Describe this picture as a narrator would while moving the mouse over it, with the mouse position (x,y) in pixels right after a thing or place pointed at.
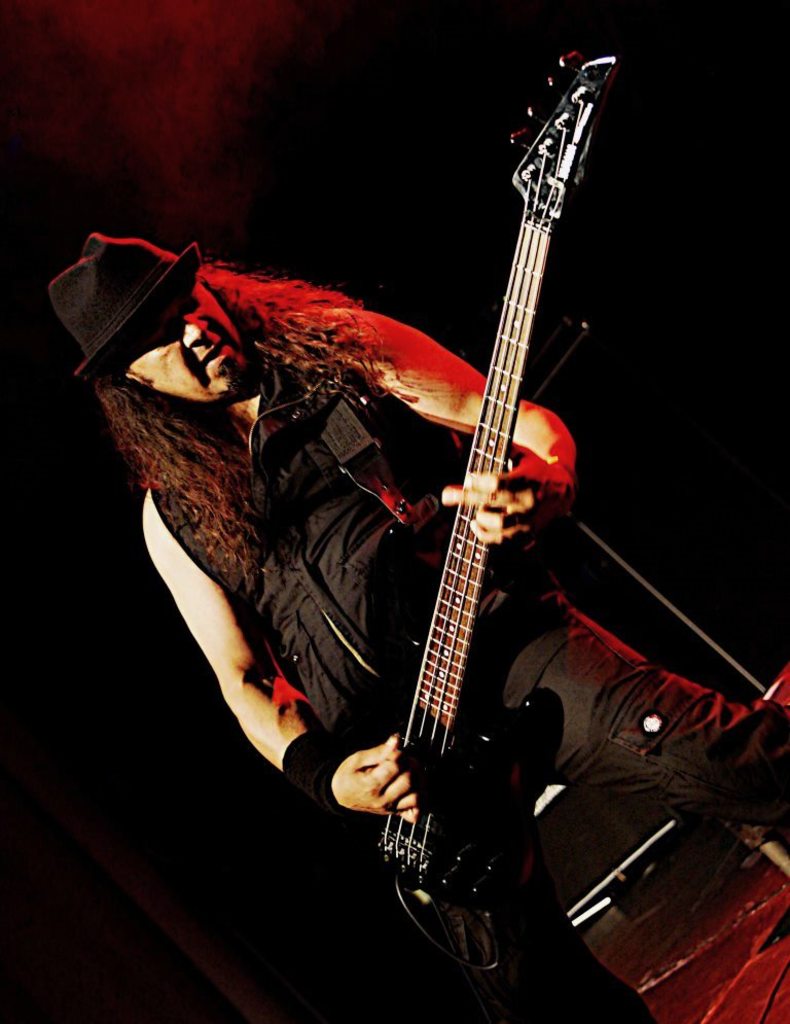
It is the music show, a man (478,642) is holding a guitar (443,653) in his hand (398,768) to his right hand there is a black band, he is also wearing black hat (122,242) there is a red color light (87,29) focusing on him, in the background (450,204) is dark.
